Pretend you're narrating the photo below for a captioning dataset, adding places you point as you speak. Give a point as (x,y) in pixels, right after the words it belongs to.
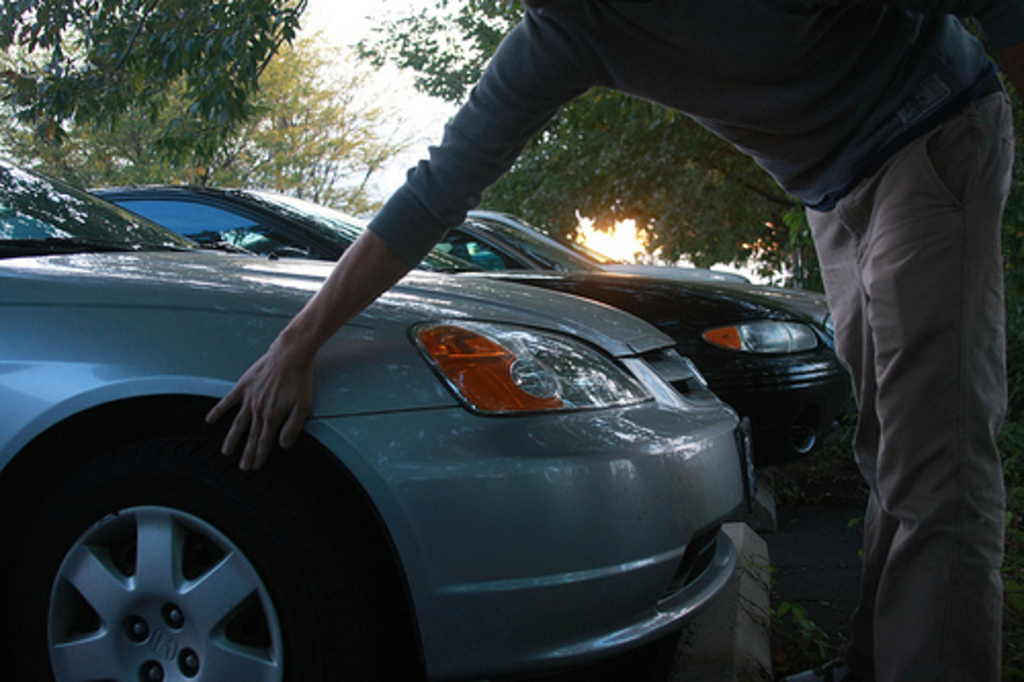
In this image, we can see a person (264,416) standing and touching a vehicle (359,365). In the background (696,306), there are vehicles (520,263), trees (588,164) and the sky (444,111).
